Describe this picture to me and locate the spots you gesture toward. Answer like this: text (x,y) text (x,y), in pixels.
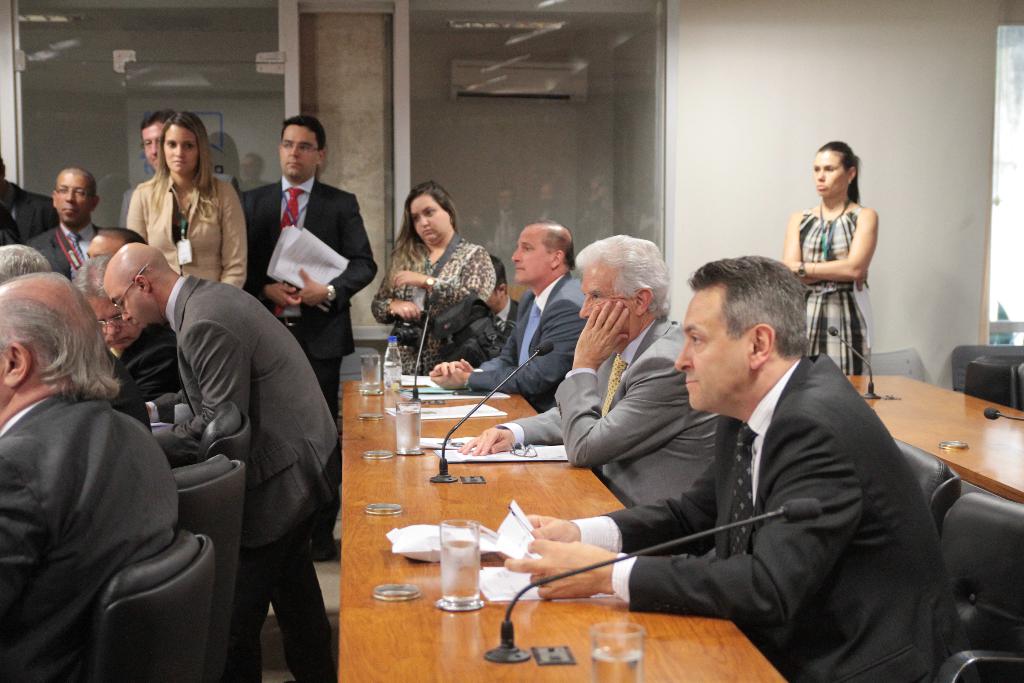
In this image there are group of people (197,316) some of them are sitting and some of them are standing and in the center (366,429) there is one table (562,478) on that table (515,608) there are some papers (495,579) and glasses (406,430) and mikes (428,326) are there. And on the background (383,48) there is a glass window (447,55) and on the top of the right corner (736,176) there is one wall (879,107).
